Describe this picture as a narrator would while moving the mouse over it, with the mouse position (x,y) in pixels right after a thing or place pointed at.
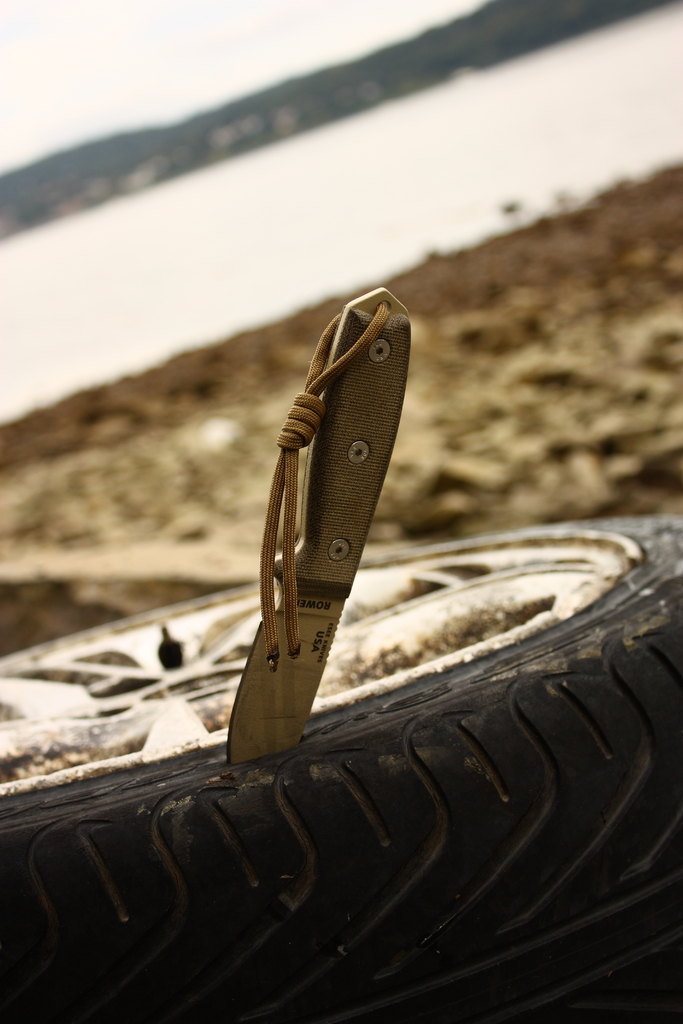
At the bottom of this image (322,830) there is a wheel (289,820) and a knife (315,514). In the background (469,447), I can see the ground (519,331). At the top of the image (98,66) I can see the sky (139,72). The background (71,193) is blurred.
